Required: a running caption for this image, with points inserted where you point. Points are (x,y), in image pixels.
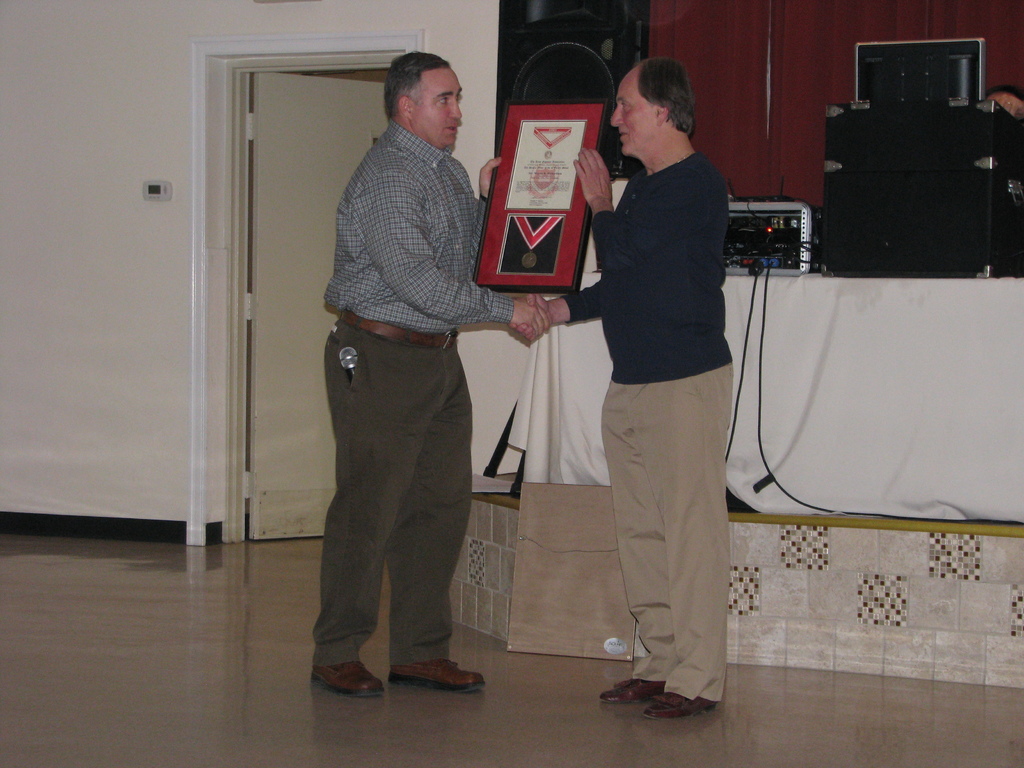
In the middle of the image (672,354) two persons (653,213) standing and holding a frame (519,115). Behind them there is a table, on the table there are some electronic devices (595,30). Top left side of the image (35,232) there is a wall (333,20), on the wall (18,167) there is a door (261,199).
